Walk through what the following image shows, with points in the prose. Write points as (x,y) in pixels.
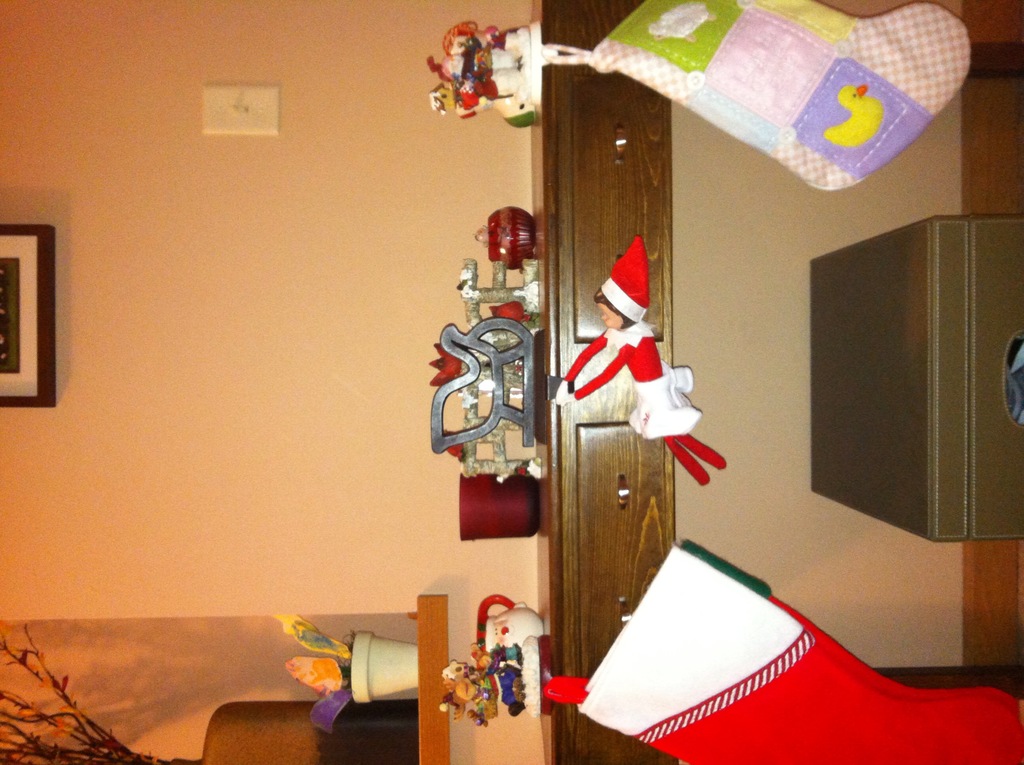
This is a vertical image with a table (587,563) in the middle (546,389) with some things (478,517) above it, on the left side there are plant pots (380,683) in a shelf (423,740) with a photo frame (12,359) in the middle of the wall (197,375) with socks (754,668) hanging on the front (756,100) on the table (599,426).
